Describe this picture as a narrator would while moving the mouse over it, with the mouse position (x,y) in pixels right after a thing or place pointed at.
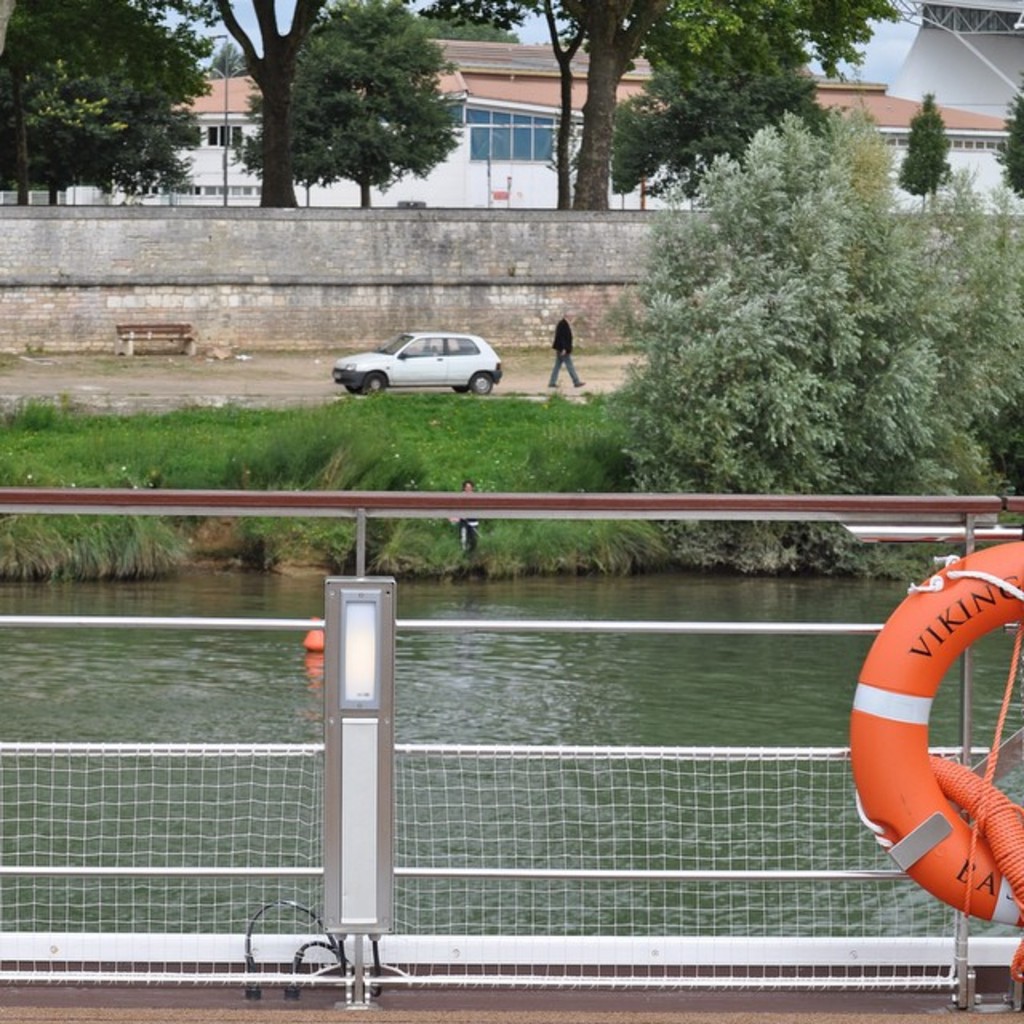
In the foreground of the picture (1004,969) I can see the metal fencing (558,626) and I can see the inflatable swimming tube (879,698) on the right side (879,665). I can see the lake (626,595). There is a green grass (512,412) and trees (848,275) on the side of the lake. I can see a car (446,372) and there is a man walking on the road (620,355). In the background (483,77), I can see the buildings (499,137) and trees (429,134).
